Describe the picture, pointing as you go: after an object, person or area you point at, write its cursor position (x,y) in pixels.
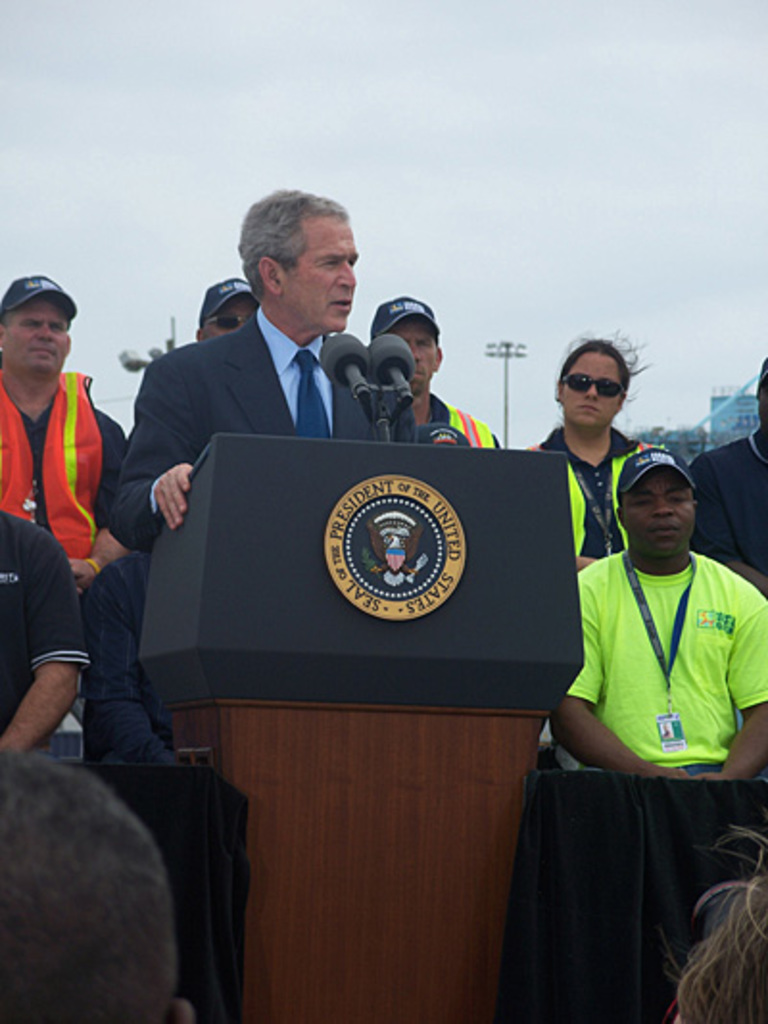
In the image I can see a person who is wearing the suit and standing in front of the desk (375,720) on which there is a mic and also I can see some other people (626,618) and a pole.
